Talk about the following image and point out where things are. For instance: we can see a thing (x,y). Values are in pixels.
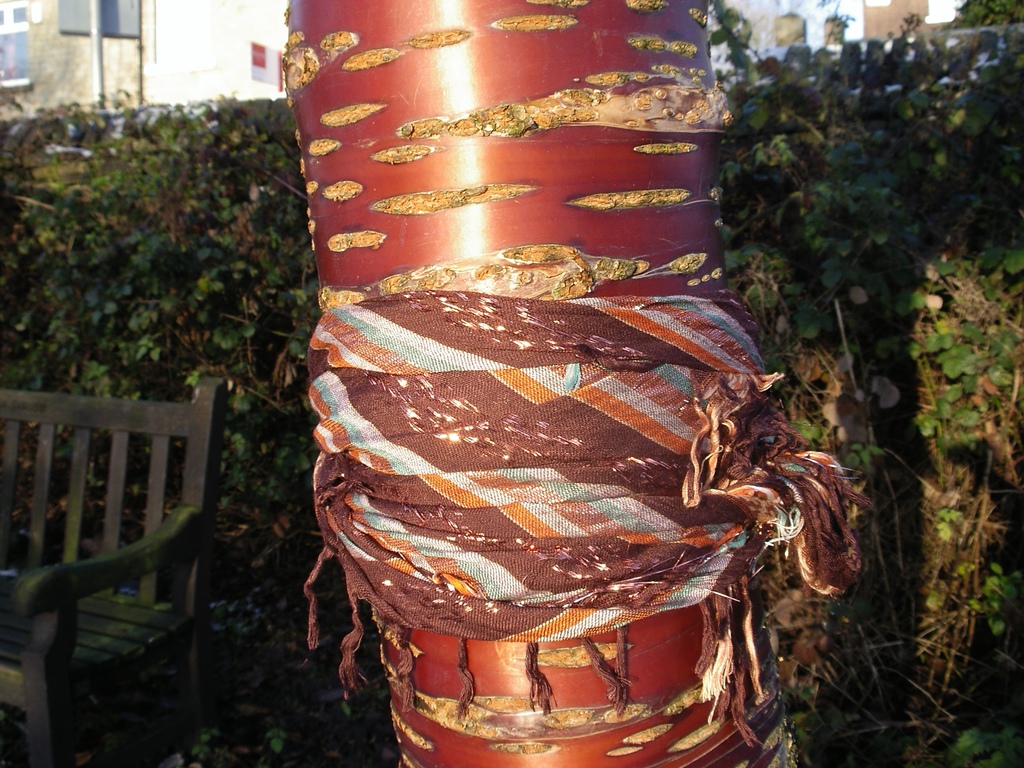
In this image, we can see a tree trunk (522,182) with cloth (492,445). Background (217,334) there are so many plants (214,290). On the left side (169,636), there is a bench (108,654). Top of the image (112,75), we can see building (125,72) with board (65,20), wall (80,68).
